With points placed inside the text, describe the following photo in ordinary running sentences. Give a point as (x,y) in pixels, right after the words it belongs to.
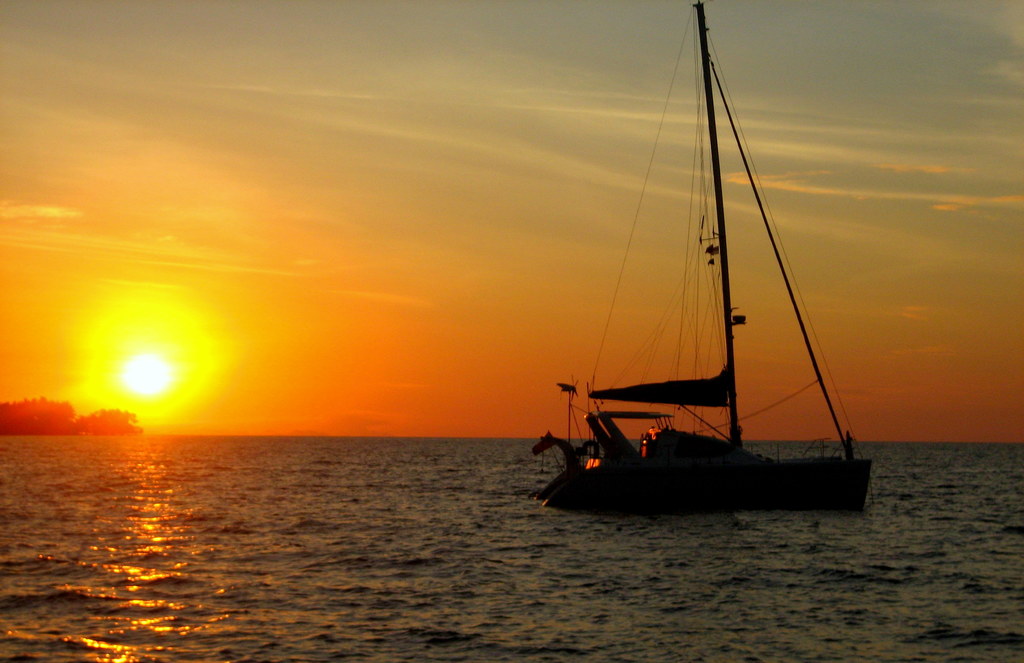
This image is taken during the sunset time. In this image we can see the boat (756,486) on the surface of the sea (614,529). We can also see the trees (80,416) and also the sky (475,93) in the background (649,351).
